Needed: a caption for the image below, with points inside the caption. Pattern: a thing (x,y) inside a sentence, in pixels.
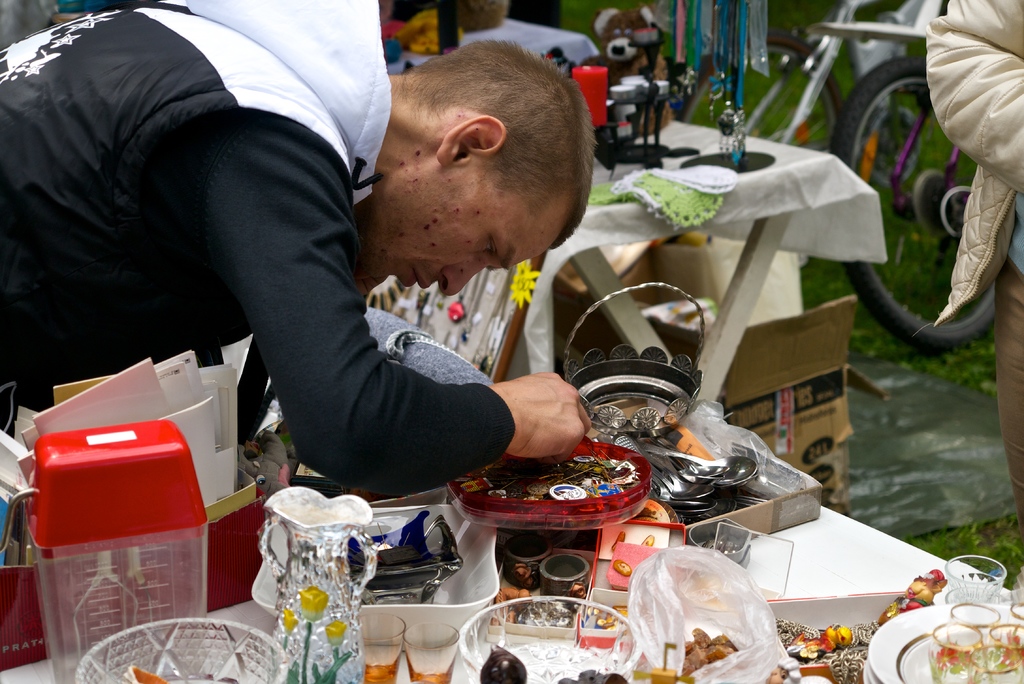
There is a man (146,103) standing bent and doing something in tray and behind him there are so many thing (67,671) on table (67,671).
